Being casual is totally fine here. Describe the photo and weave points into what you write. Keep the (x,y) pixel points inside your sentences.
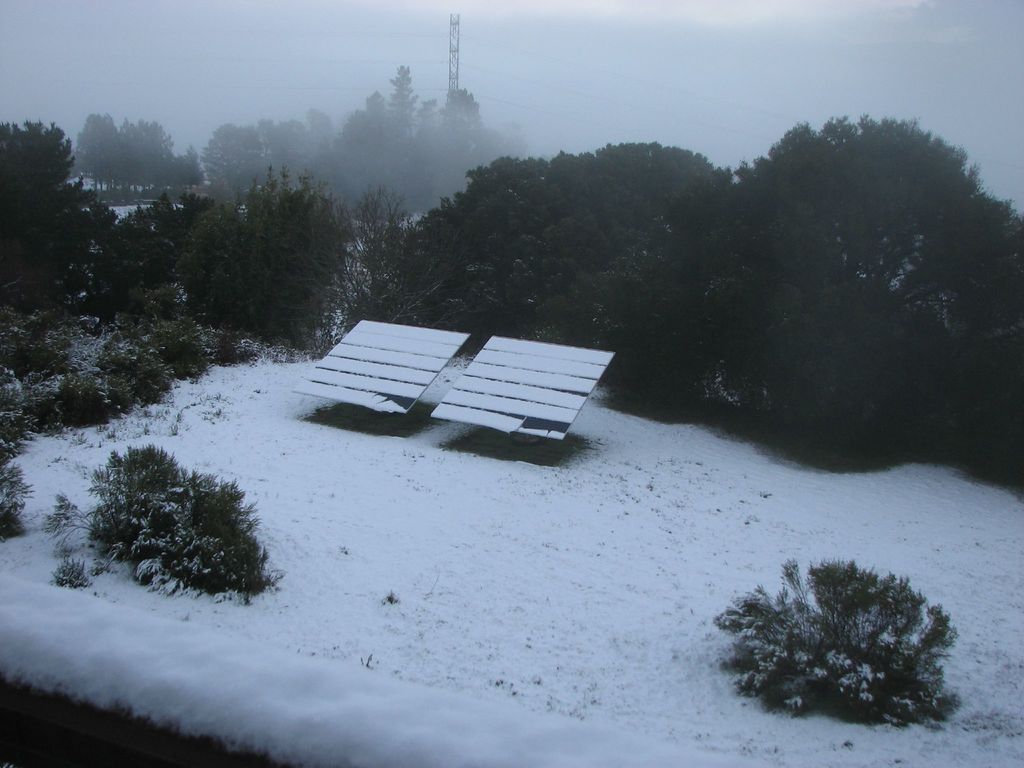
In the image we can see there is a ground (389,576) which is covered with snow (468,483) and there are two solar sheets (478,377) kept on the ground (591,401). Behind there are lot of trees (203,320) and there are plants (214,334) on the ground (1017,681).
